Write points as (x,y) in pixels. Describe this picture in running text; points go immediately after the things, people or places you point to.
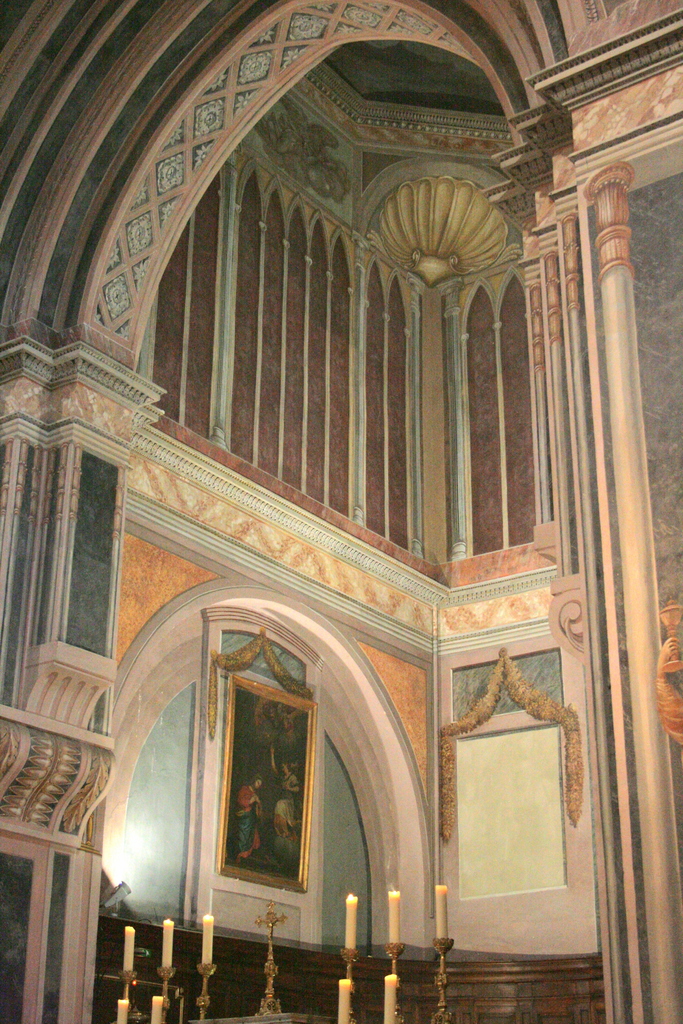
In front of the image there are candles (342,997) and a cross (267,996), behind that there are photo frames (237,749) on the wall (365,309).
